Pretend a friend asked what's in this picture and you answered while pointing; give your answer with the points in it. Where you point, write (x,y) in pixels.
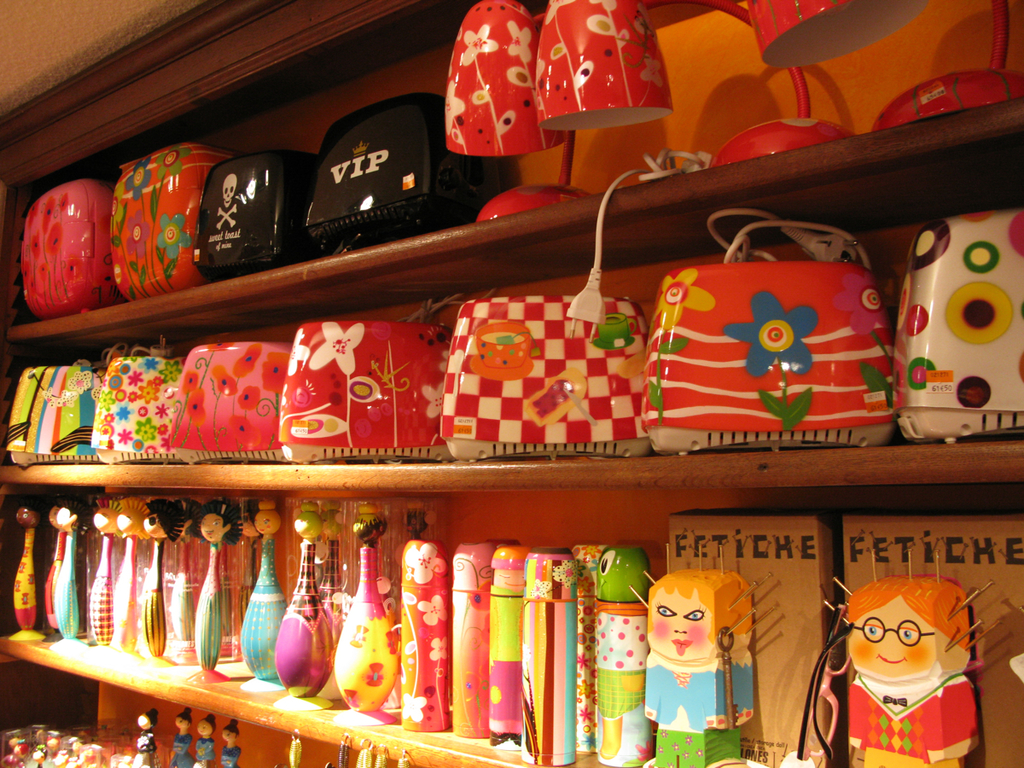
In this picture we can see toys (659,591), cables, boxes (823,554) and objects (275,681) in racks (358,728).
